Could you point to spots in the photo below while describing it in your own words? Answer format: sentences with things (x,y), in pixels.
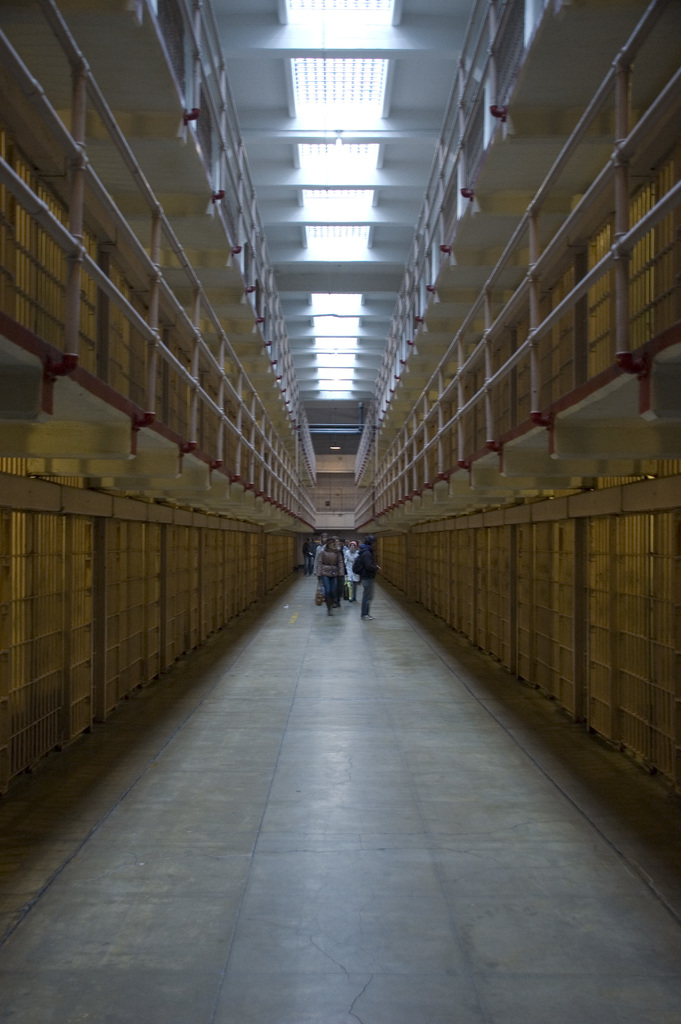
In the image there are few people (331,572) walking on the floor (347,607) and around the floor (375,627) there are railings (158,286) and there are lights (346,144) to the roof (331,281).
